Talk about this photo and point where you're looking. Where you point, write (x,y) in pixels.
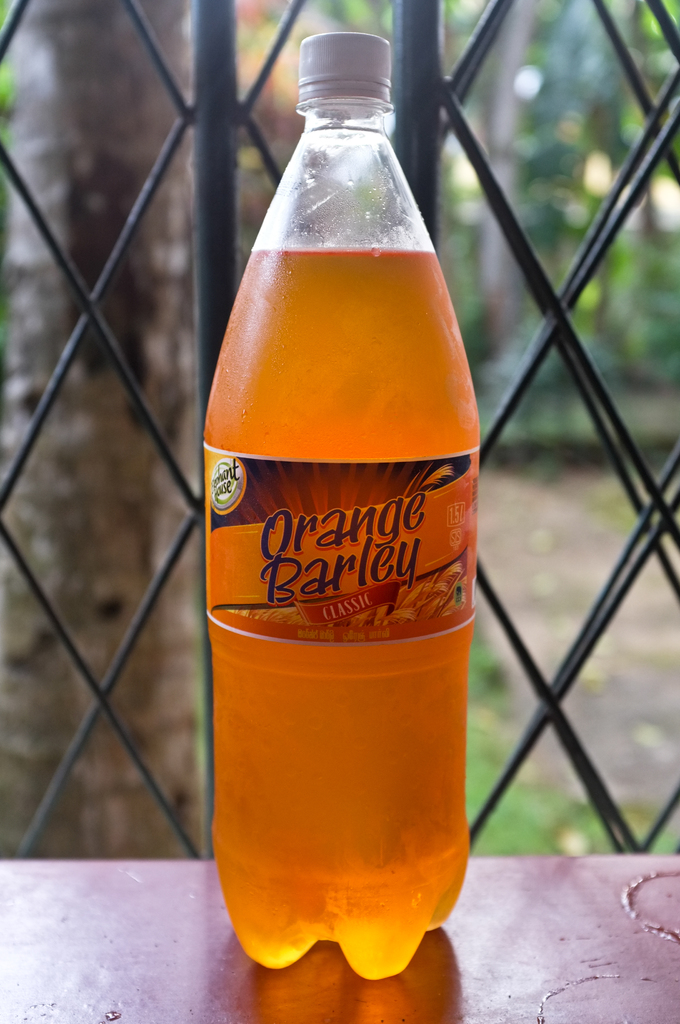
In this picture there is a bottle (371,969) kept on a table (568,950) and in the background (89,166) there are trees (88,333) and plants (578,44).
